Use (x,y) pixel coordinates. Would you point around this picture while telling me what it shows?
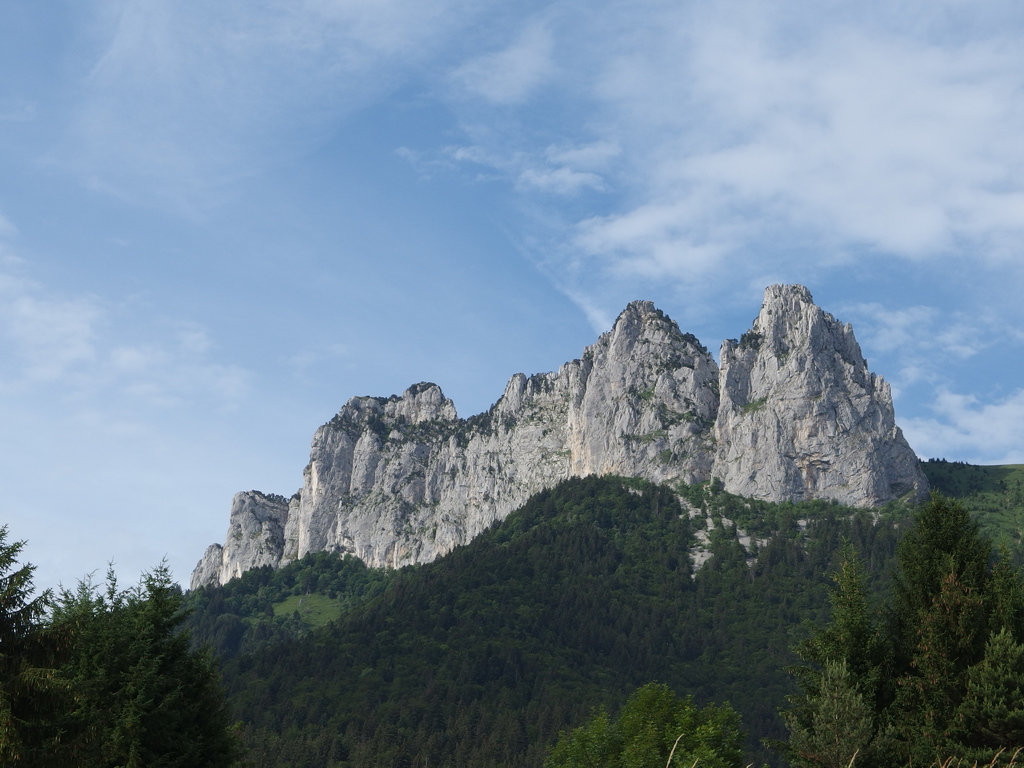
In this picture we can see trees (261,590), mountains (414,501) and in the background (955,386) we can see the sky (579,255) with clouds (883,107).
